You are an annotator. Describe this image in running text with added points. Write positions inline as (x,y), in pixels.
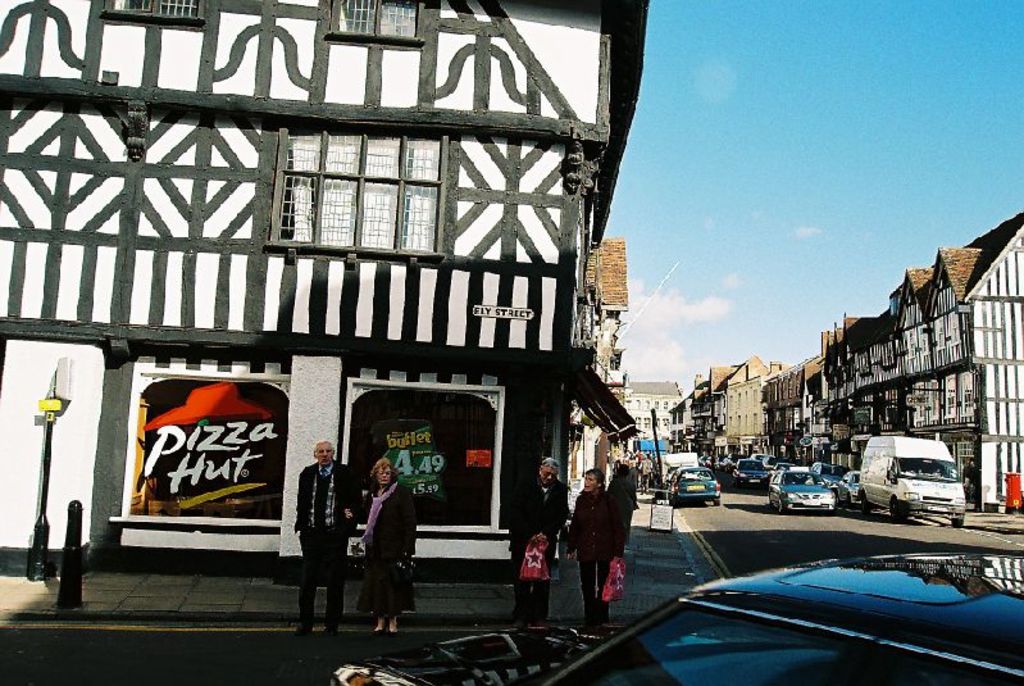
In this image I can see some vehicles (768,643) on the road (727,541). I can see some people (516,572). On the left (214,303) and right side (919,420), I can see the buildings (793,443). In the background (733,314), I can see the clouds (650,324) in the sky (812,242).
